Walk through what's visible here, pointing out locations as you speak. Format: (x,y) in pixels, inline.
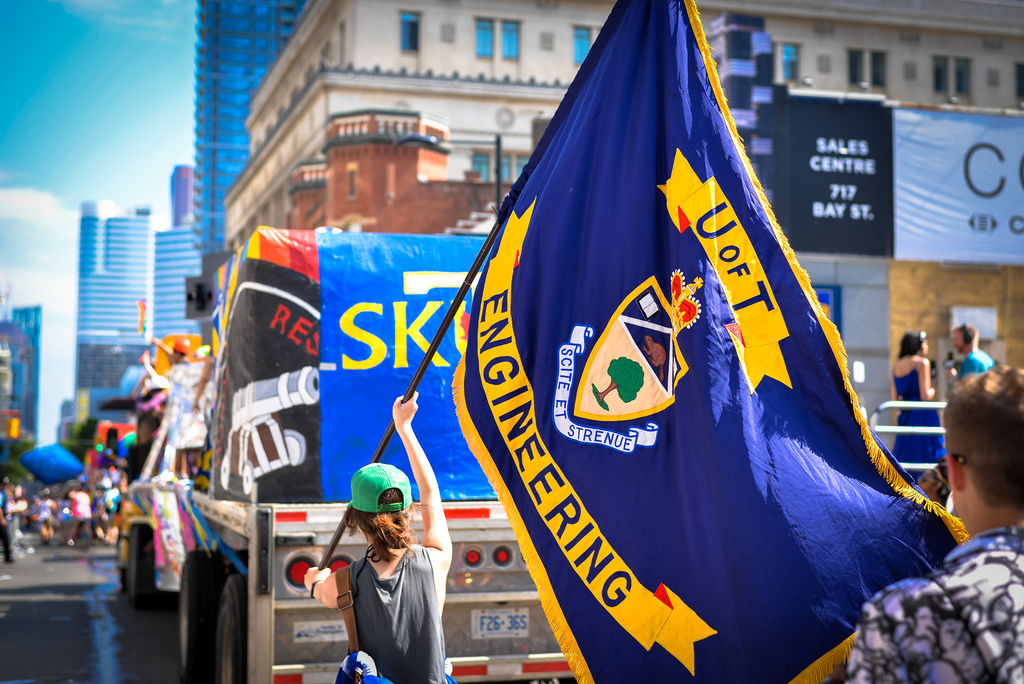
In this picture we can see some people (54,520), there are two vehicles (194,560) in the front (176,465), in the background (450,93) there are some buildings (314,152), on the left side (21,454) we can see trees (75,448), a person (398,631) in the front (394,652) is holding a flag post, on the right side (936,192) there is a hoarding (956,198), we can see the sky (66,133) at the left top of the picture (132,65).
